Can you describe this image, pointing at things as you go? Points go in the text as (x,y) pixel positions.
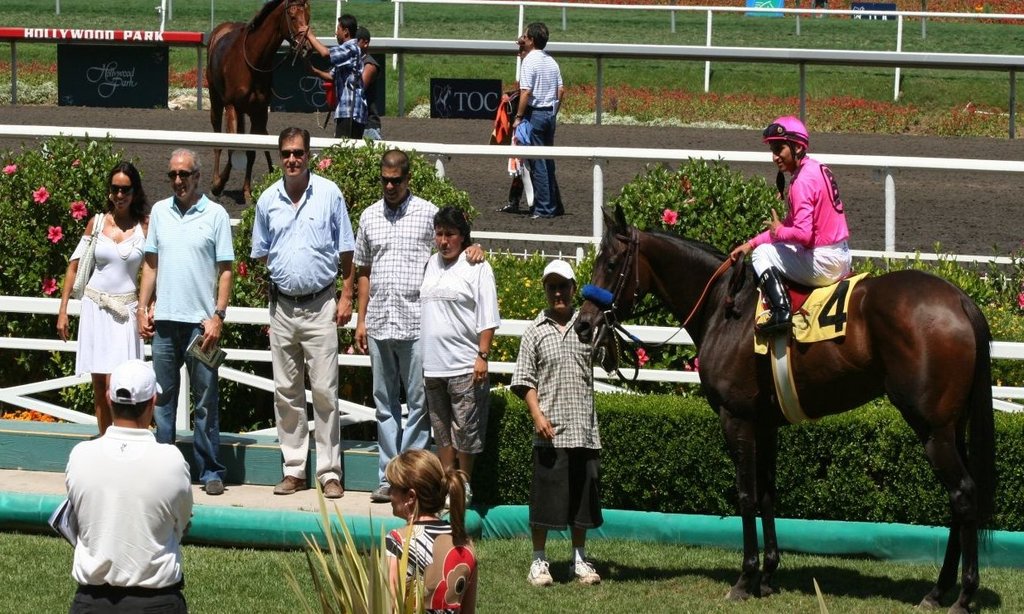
In this image I see number of people (69,270), in which few of them are standing and this person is sitting on the horse (698,253). I can also see few plants (20,81) and the grass (654,86) over here and I see another horse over here.
